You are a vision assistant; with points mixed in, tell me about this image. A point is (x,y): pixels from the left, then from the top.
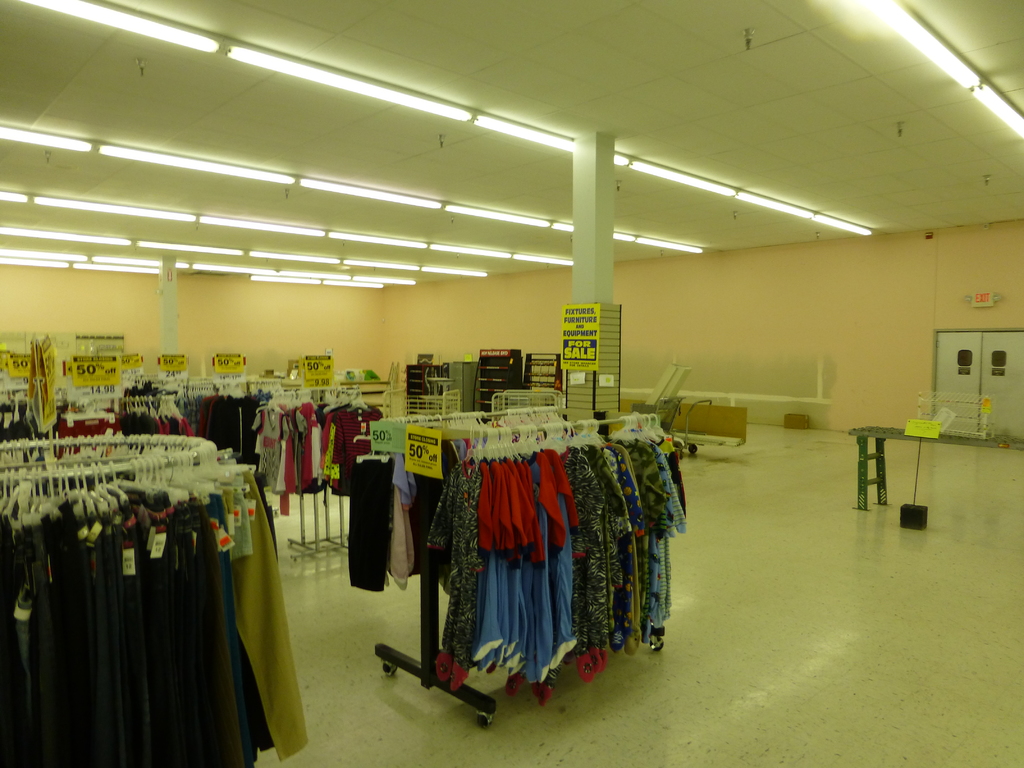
This picture shows inner view of a store (449,408). We see few clothes (376,562) to the hangers (211,449) and we see price boards (35,361) and lights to the ceiling (315,111).
